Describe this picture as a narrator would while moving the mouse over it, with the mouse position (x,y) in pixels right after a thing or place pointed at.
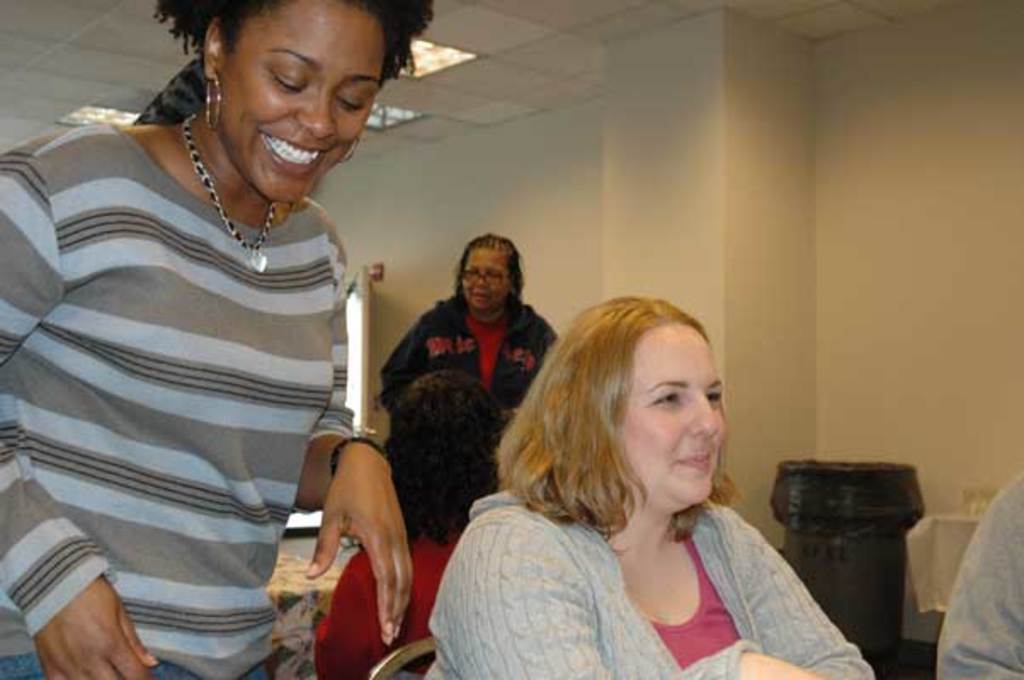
In this image, we can see few people (452,469). Few are sitting and standing. Here we can see few women (272,207) are smiling. Background (640,208) we can see a wall (639,192), dustbin (840,508), cloth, some objects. Top of the image (551,64), there is a roof (517,67) with lights (397,123).
